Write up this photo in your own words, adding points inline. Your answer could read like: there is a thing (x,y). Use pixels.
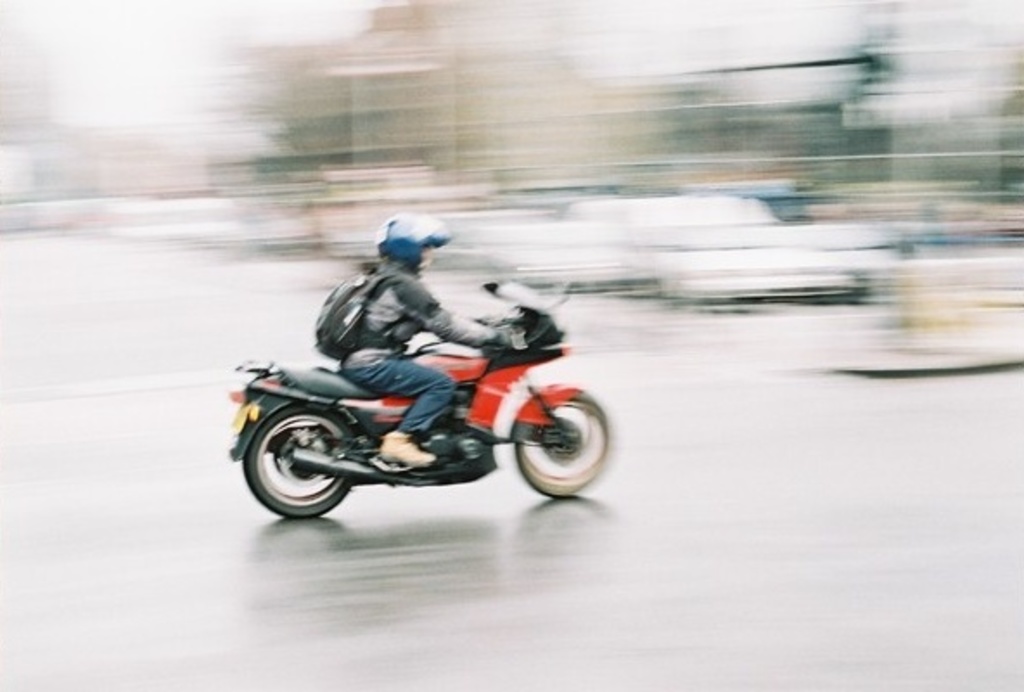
This man (379,316) and his motorbike (561,443) are highlighted in this picture. This man (409,256) is riding his motorbike (462,430) and wore bag (361,292) and helmet (404,231).
